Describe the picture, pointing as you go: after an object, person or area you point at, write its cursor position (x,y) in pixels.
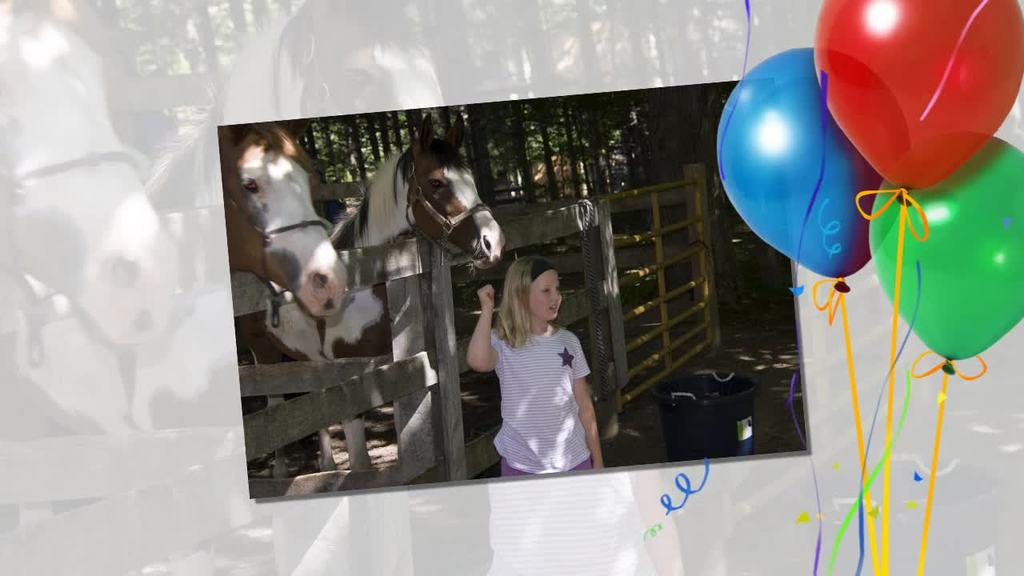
This is an edited image. In this image we can see there is a photo (501,357), beside the photo (460,342) there are three balloons (888,198) with ribbons (838,298). In the photo (553,348) there is a girl (526,349) standing and looking to the right side of the photo (516,332). On the other side of the photo (274,262) there are two horses (374,238), in front of them there is a wooden fencing (602,228). In the background of the photo (605,142) there are trees (657,134) and there is a bin (715,407) beside the girl (576,407).
